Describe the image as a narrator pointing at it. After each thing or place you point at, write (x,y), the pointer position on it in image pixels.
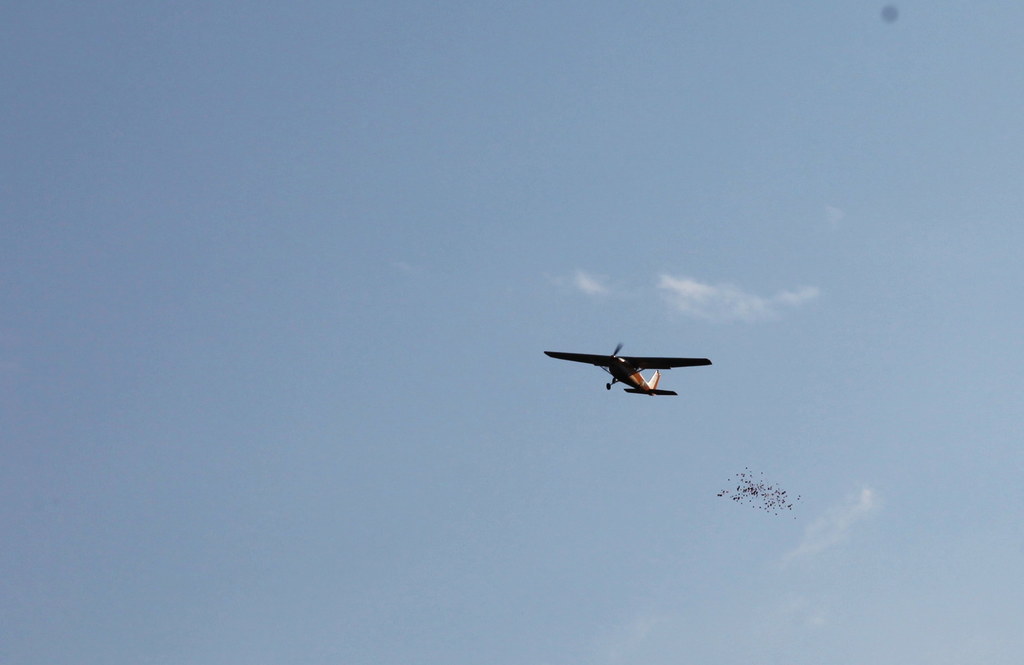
This image is taken outdoors. In the background (496,263) there is a sky (760,349) with clouds (719,297). In the middle of the image (658,369) an airplane (658,369) is flying in the sky (628,400) and many small objects (768,492) are falling in the sky (800,504).
